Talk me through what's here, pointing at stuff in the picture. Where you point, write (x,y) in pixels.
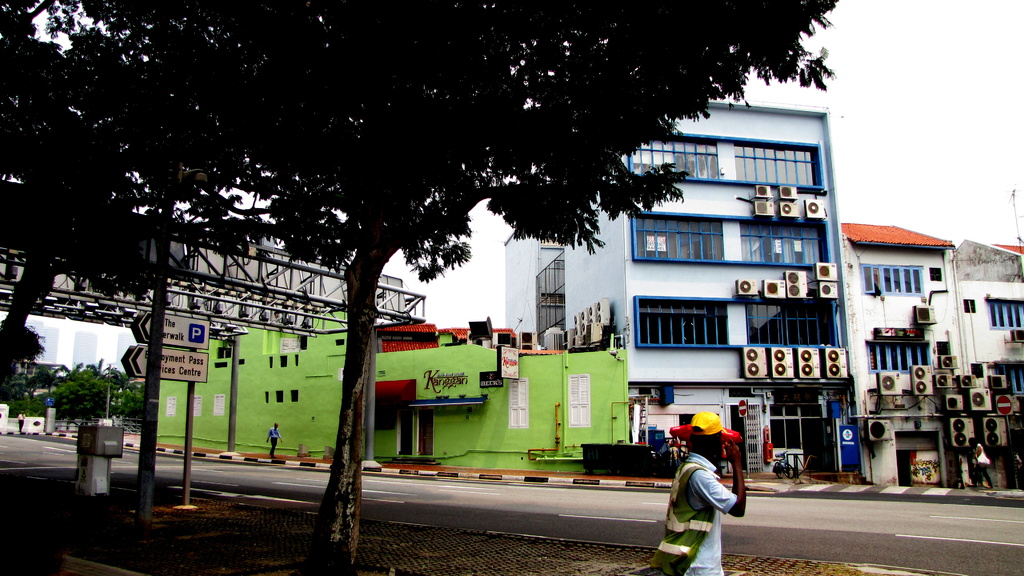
In this image I can see some people (675,483) on the road (888,516), beside the road (428,523) there are some trees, building (578,409) and also there are some AC's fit on the buildings (612,409).
